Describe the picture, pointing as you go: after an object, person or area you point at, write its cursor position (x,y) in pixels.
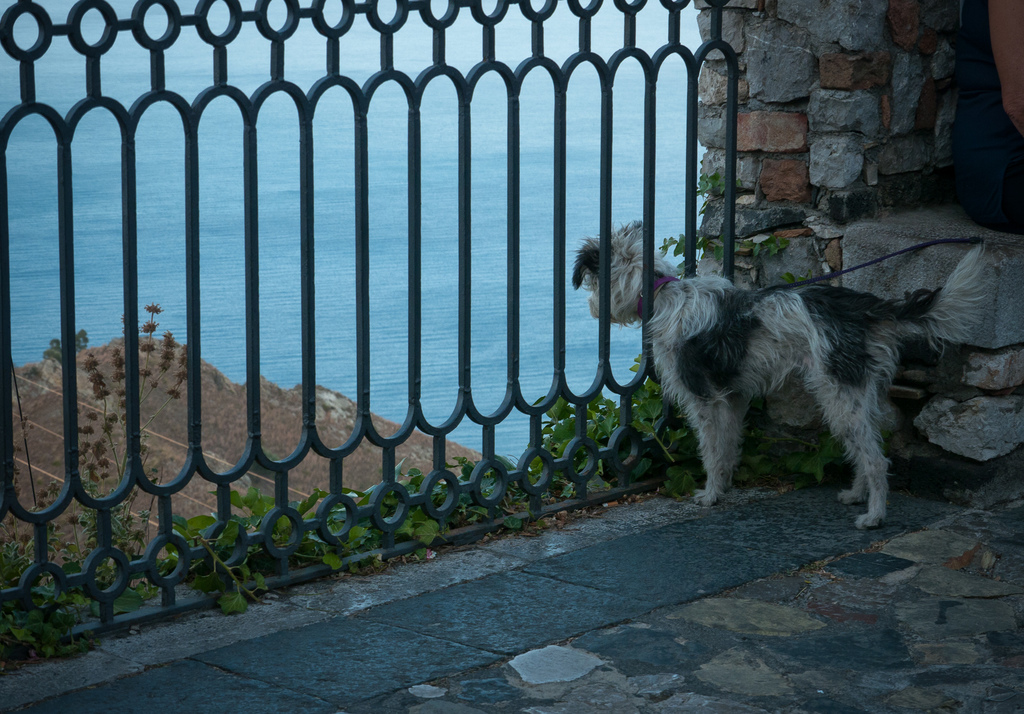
In this picture we can see a dog (733,410), plants (636,420), fence (112,616), wall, and a person (987,42). In the background (335,227) we can see water (457,231).
